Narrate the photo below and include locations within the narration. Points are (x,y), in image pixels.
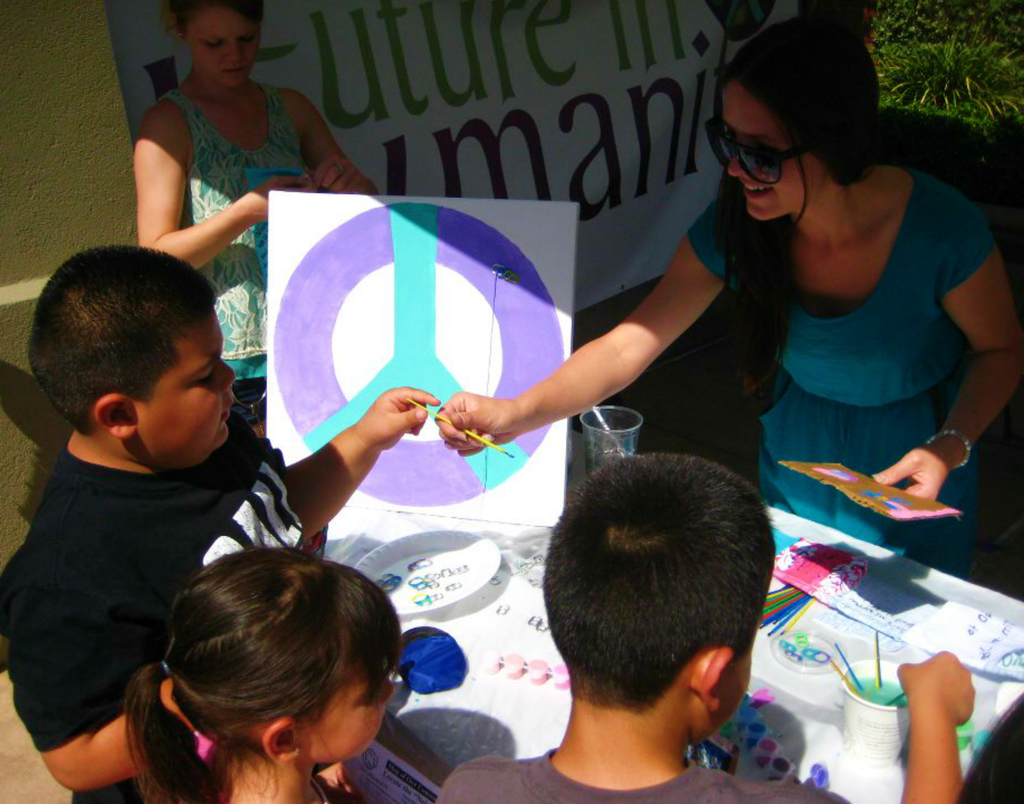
In the picture I can see two women (263,358) and children (323,474) are standing. These women (507,421) are holding objects (503,248) in hands (477,432). On the table (496,714) I can see a glass (861,685), papers (929,618) and some other objects (398,473). In the background (357,103) I can see a banner (330,113), plants (944,95) and yellow color wall (59,157).
